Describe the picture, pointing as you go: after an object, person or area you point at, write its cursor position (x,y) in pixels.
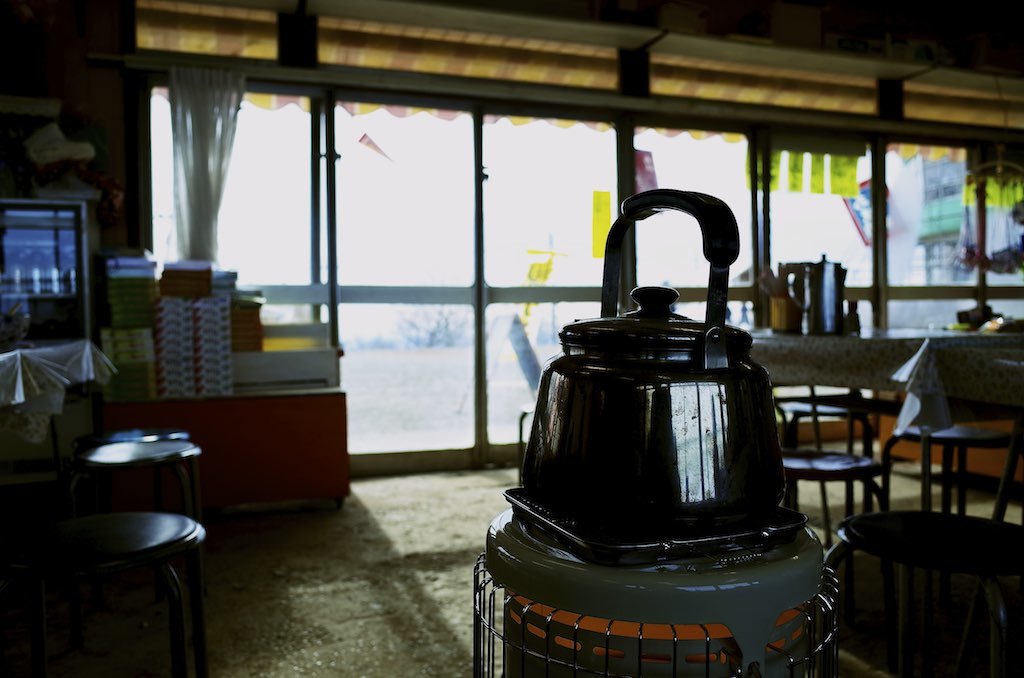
In this picture there is coffee kettle (639,510) kept on the heater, in the background (108,475) there are many unoccupied chairs (963,426).
